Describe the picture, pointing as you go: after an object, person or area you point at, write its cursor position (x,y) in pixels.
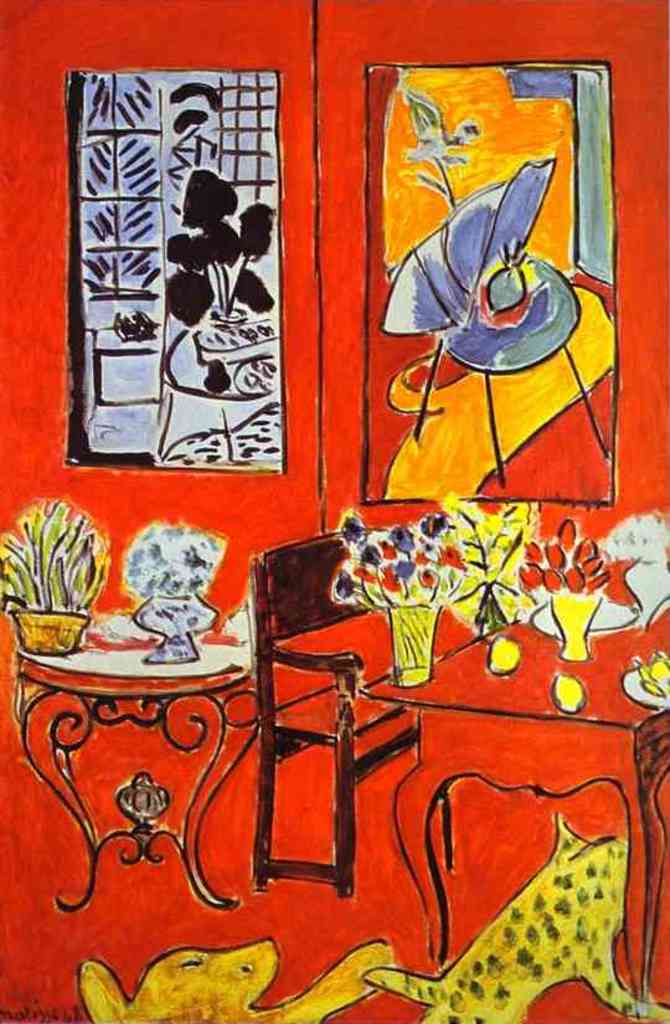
In this image we can see painting (166,651) of tables (197,678), vases (190,626) with flowers (476,597), chair (298,657), animals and photo frames (265,232) on the wall (16,187).
